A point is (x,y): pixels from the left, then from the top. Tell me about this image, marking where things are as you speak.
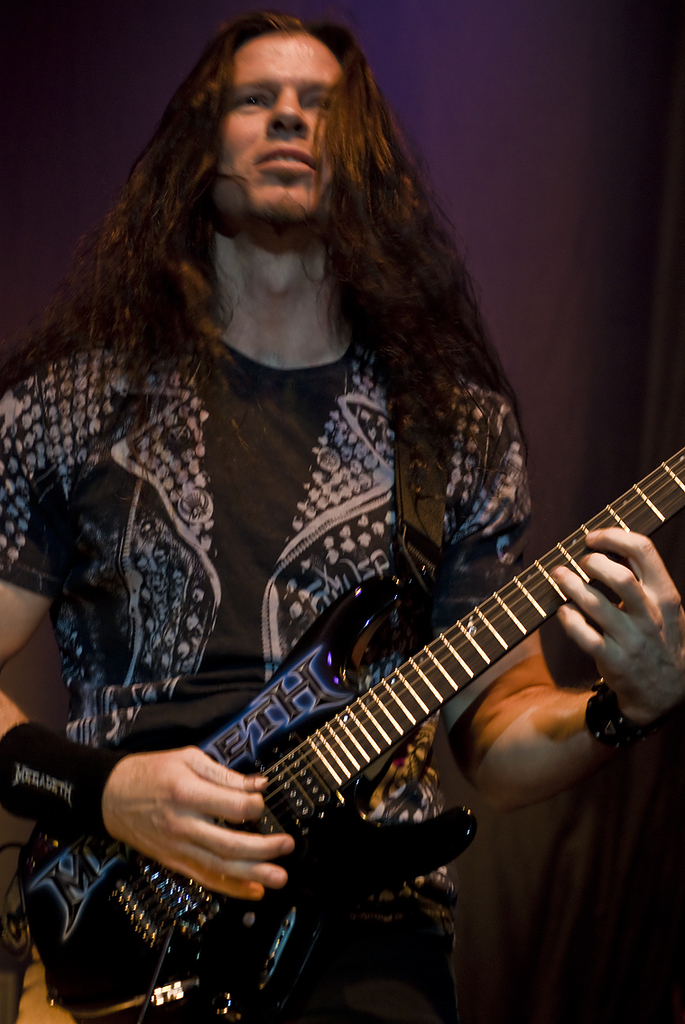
In this image, man (309,377) is holding a guitar (345,760). He is playing music and he is smiling.
